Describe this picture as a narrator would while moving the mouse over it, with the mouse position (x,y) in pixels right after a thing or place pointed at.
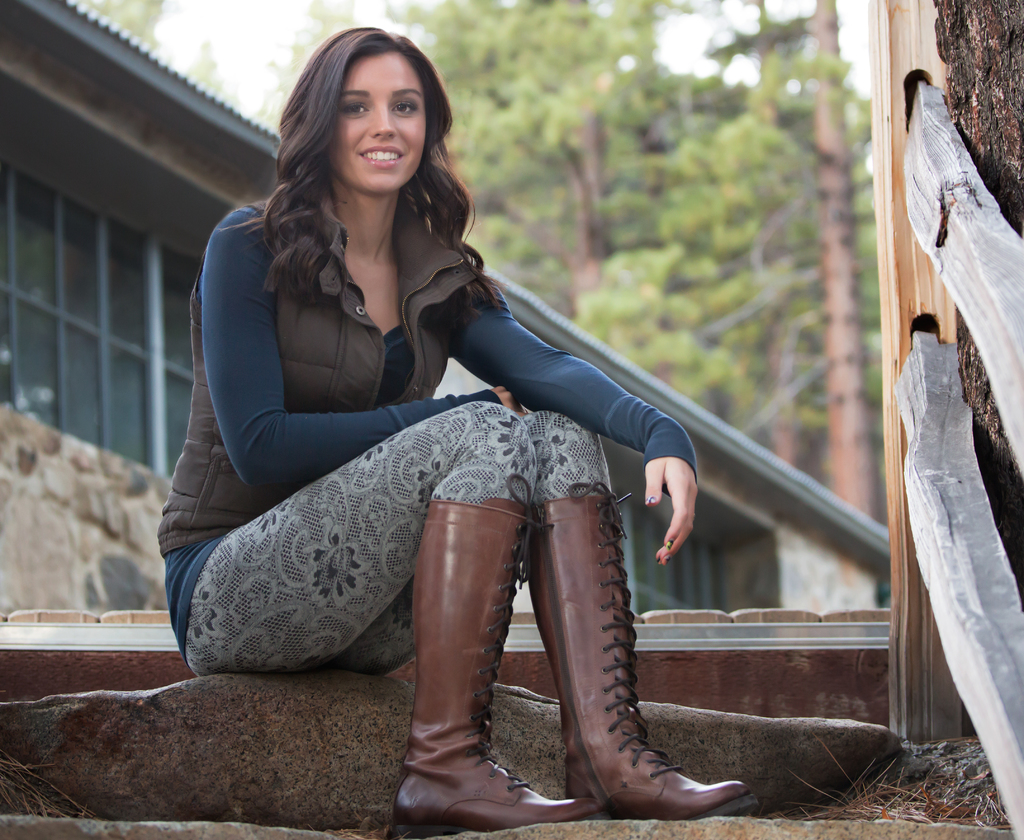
In this picture we can see a woman (561,690) wearing a jacket (350,340) and smiling and sitting on a rock (803,734), building (63,247) with windows (63,247) and in the background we can see trees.
